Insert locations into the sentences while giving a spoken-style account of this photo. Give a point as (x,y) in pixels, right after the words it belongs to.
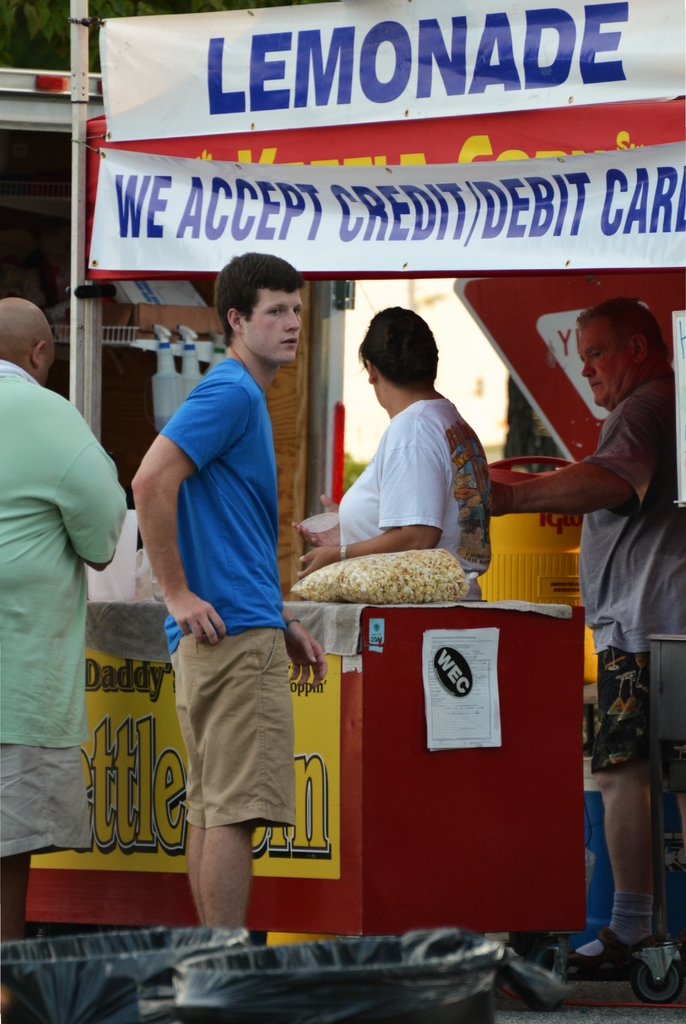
In this image we can see few people (589,590) and there is a stall (311,931) and we can see a table (453,872) with some food item (372,558) and some other things (427,673) and there are few banner (335,757) with some text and we can see some other objects (354,1023).
